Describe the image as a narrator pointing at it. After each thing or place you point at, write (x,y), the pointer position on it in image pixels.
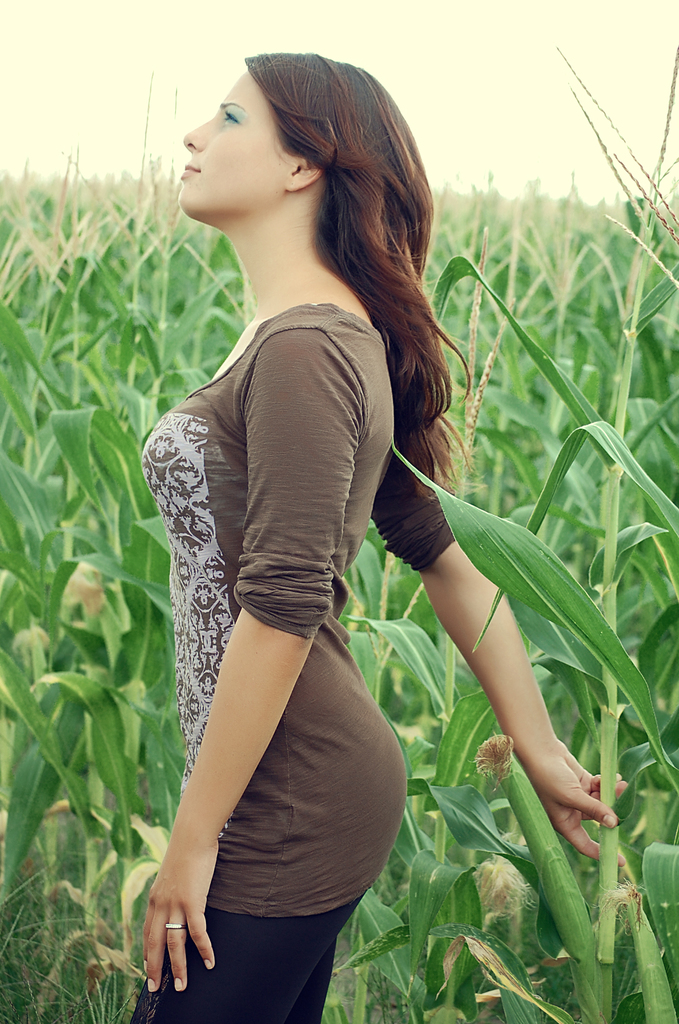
In the center of this picture (261,492) we can see a woman (356,906) wearing t-shirt (265,601), holding a stem (610,750) and standing. In the background (64,129) we can see the sky (69,138) and the plants (452,710).
